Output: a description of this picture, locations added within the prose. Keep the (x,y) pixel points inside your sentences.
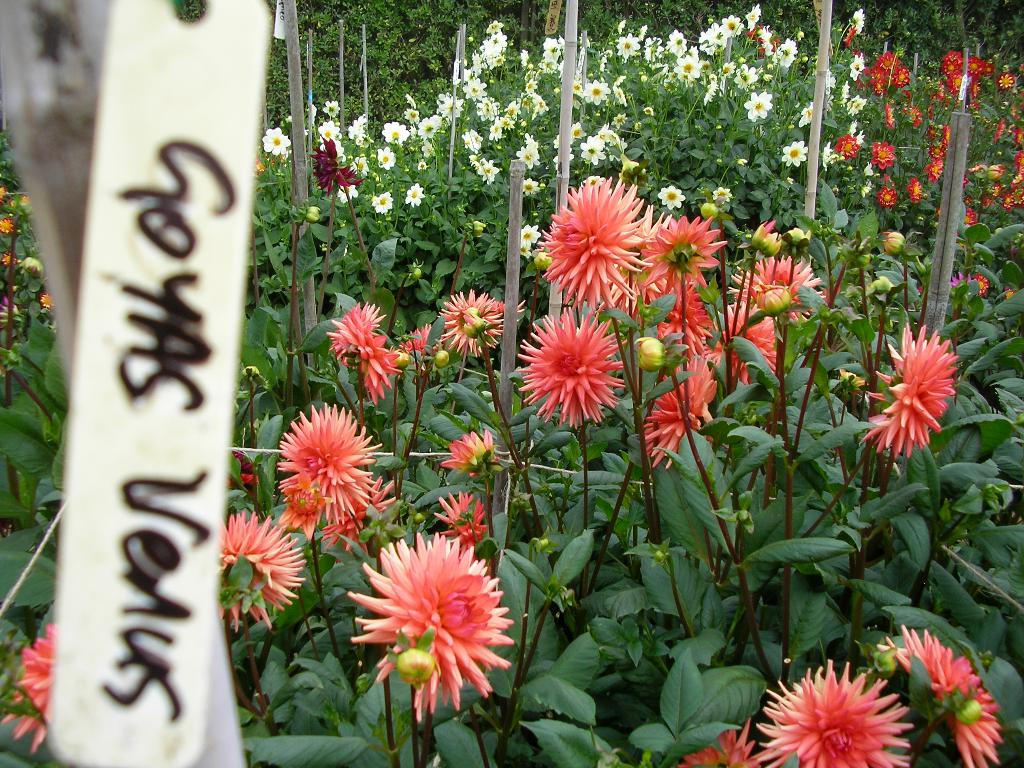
In the foreground of this image (153,378), on the left (197,403), there is a tag (159,448) and text (163,362) is on it. In the background (681,298), there are flowers (488,315) on the plants (622,469) and we can also see few sticks (518,233).
